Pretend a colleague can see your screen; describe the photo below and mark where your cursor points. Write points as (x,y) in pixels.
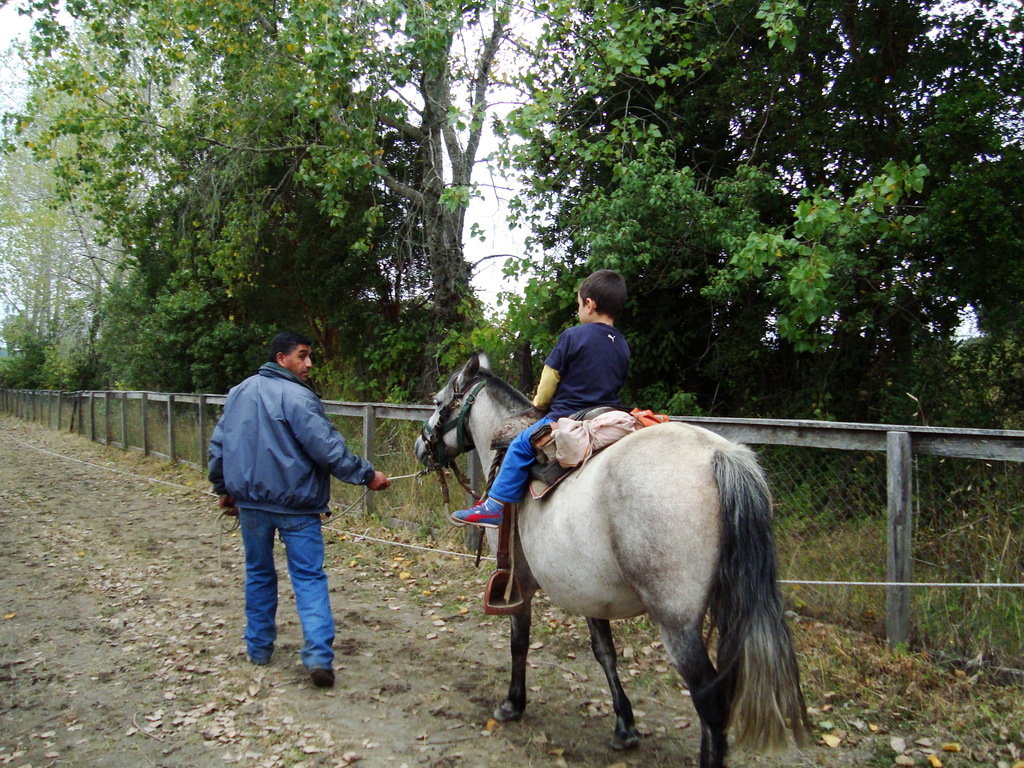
This man (296,411) in blue jacket (297,457) is standing and this boy (576,374) is sitting on a horse (659,546). This are trees (635,84). This is a fence (356,488).
